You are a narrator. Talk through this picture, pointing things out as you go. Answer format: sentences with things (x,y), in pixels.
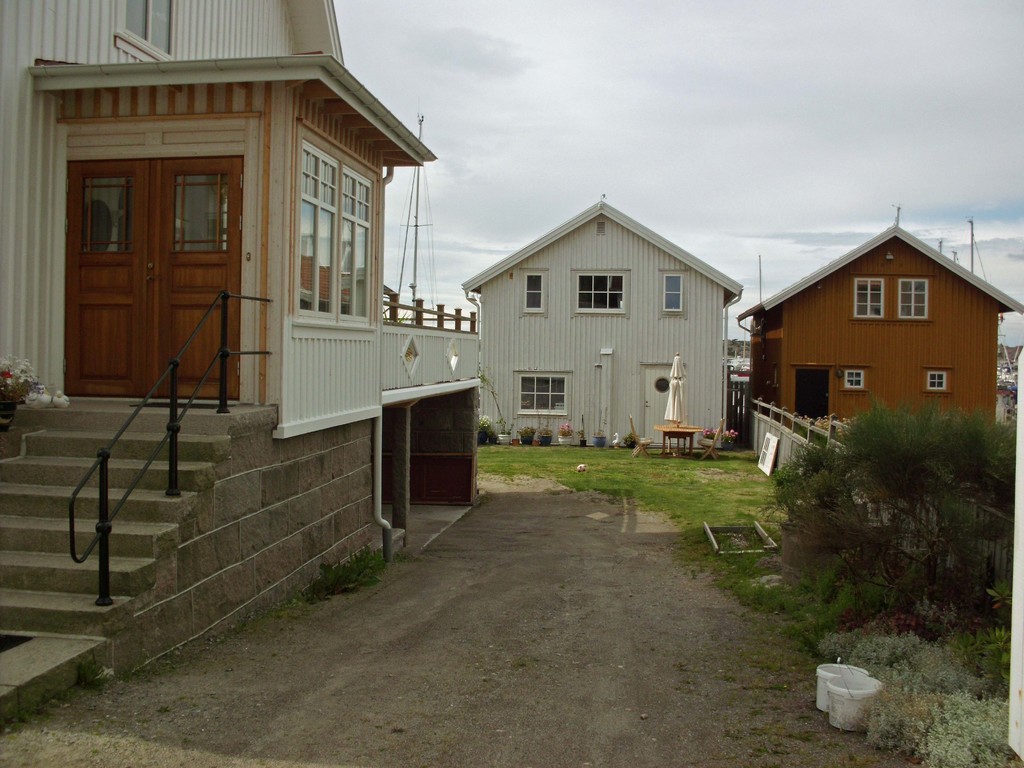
In this image there are buildings (530,387). In front of the house (654,437) there are flower pots (501,440) and grass (676,485) on the ground (731,495). To the right (958,504) there are plants (936,585). Beside the plants (883,696) there are buckets (855,698). To the left (57,575) there are steps (49,490). Beside the steps (46,476) there is a railing (224,387). At the top (556,120) there is the sky (562,127).
